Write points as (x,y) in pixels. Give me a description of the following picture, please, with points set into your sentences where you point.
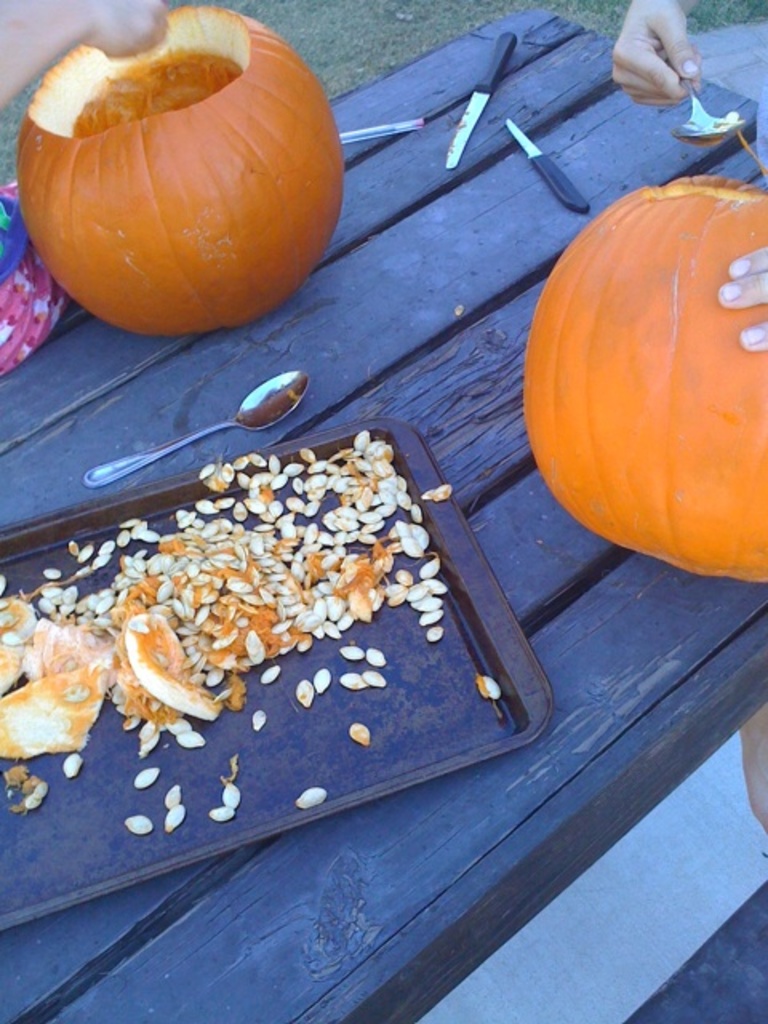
In this image I can see a table (472,845) on which two pumpkins (222,193), tray (221,495), spoon (255,401), knives (482,101) and some other objects (19,287) are placed. At the top of the image (72,35) I can see two persons hands (633,60), holding a spoon (701,122) in the hand (647,56). It seems like they are removing the seeds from the pumpkin (679,238).
